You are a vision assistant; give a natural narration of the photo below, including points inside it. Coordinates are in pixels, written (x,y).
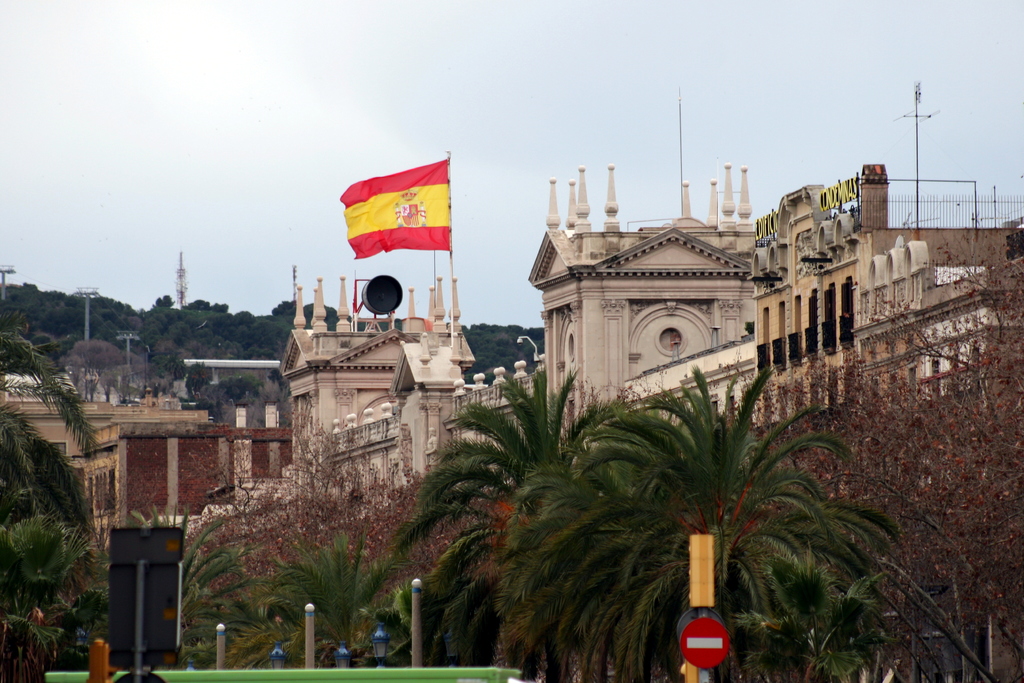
In this picture we can see buildings (282,460), trees (517,498), metal poles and some objects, here we can see a flag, electric poles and we can see sky (791,189) in the background (777,176).
